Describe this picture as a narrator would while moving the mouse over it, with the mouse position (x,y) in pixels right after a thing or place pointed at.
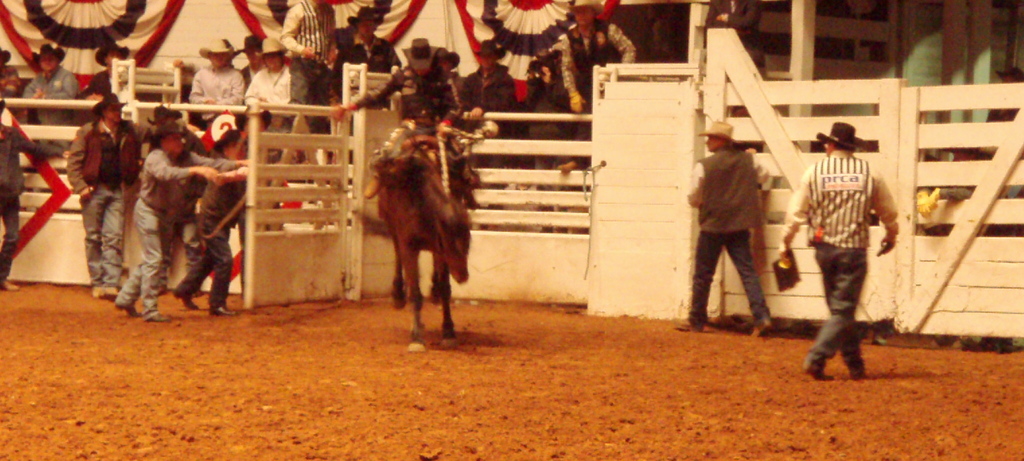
Here is the man (401,129) sitting on the horse (394,205) and riding. There are few people (153,187) standing and walking. This is looks like a wooden gate (656,221) which is white in color. There are few people (277,83) sitting. At background (97,46) i can see cloth (83,16) hanging which looks like a decorative item (544,23). This looks like ground (474,411).
